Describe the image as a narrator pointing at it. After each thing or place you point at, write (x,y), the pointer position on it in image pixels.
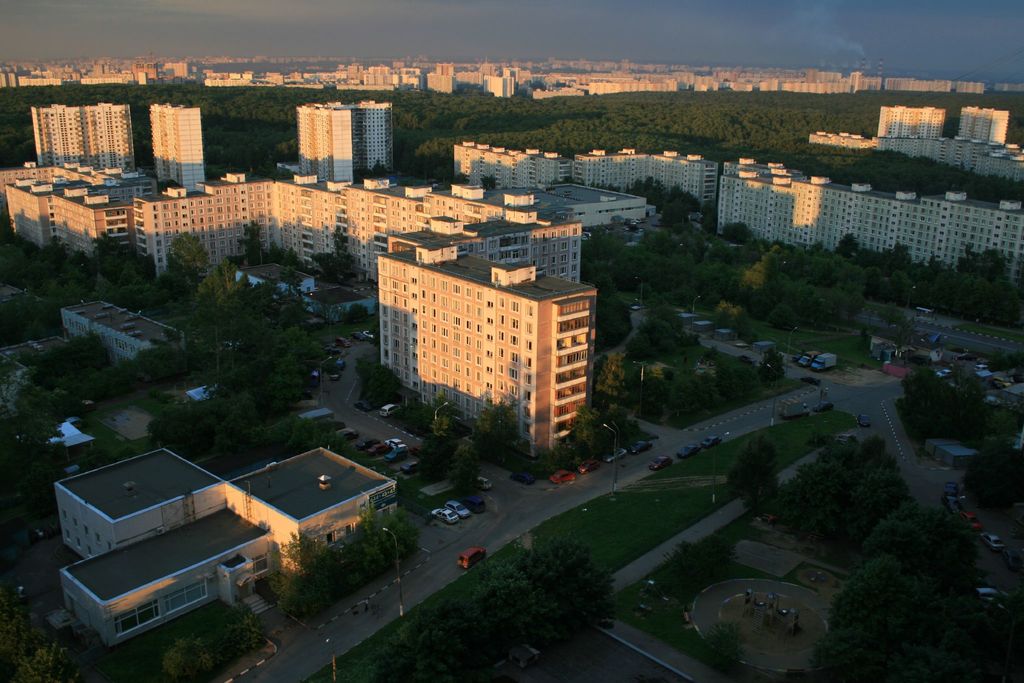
In this picture we can see buildings (699,176) with windows (673,188), vehicles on the road (453,534), trees (729,390), poles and in the background (749,43) we can see the sky (583,43) with clouds (256,28).
